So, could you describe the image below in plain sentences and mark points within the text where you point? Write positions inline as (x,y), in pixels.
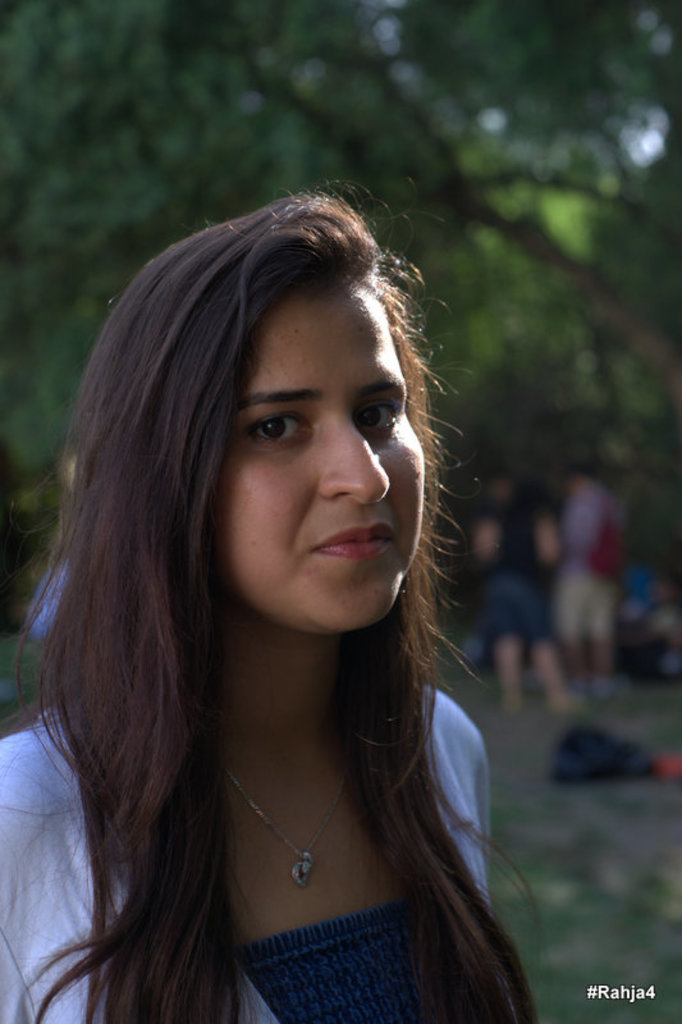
In this image we can see a lady (238,774) standing. In the background (276,195) there are trees (94,140) and we can see people (510,570).
